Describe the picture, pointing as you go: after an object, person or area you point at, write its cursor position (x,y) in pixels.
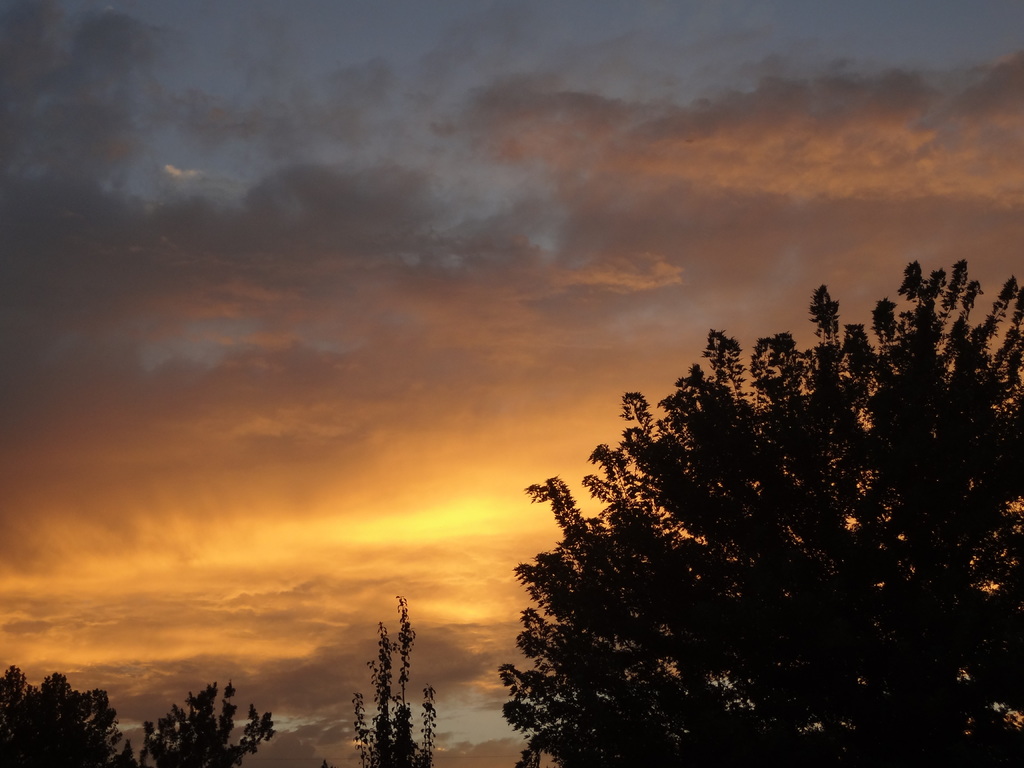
In the picture we can see some plants (221,736) and tree (701,720) and behind it we can see the sky (364,581) with clouds (387,577) with sunshine (417,521) to it.
